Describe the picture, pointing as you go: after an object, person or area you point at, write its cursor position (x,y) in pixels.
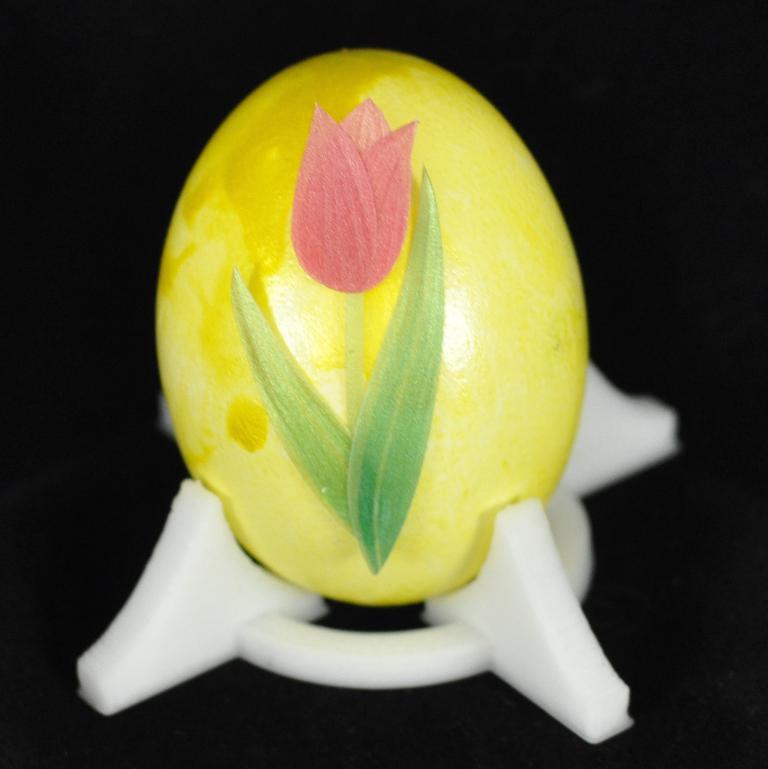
In this image we can see the painting (386,217) of a flower (352,218) on the yellow colored object (373,376), which is on the stand (464,634), and the background (738,477) is black in color.
